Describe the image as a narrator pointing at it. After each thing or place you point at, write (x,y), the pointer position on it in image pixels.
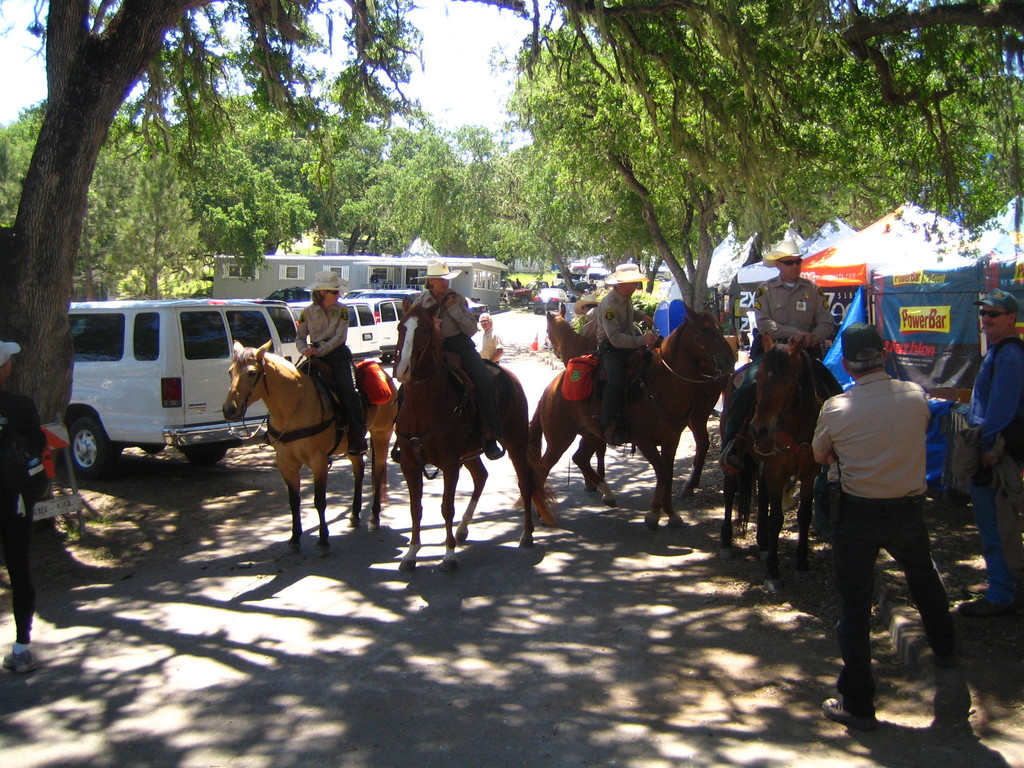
There are a five people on a horse (779,372). There are two people (1008,409) standing on the right side (878,524). In the background (68,316) we can observe several cars (383,301) and trees (483,191).
